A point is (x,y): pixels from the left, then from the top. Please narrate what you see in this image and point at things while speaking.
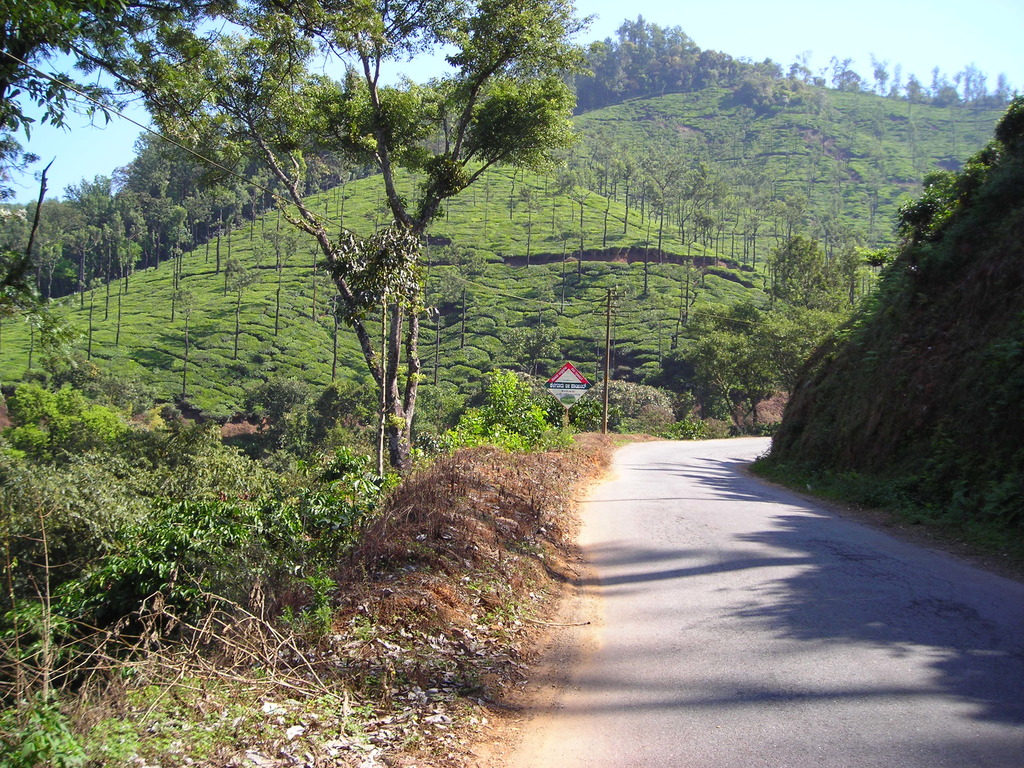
In this image at the bottom (453,607) there is walkway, and some sand grass (348,565) and some plants (164,531). And in the background (676,405) there are mountains (680,318), poles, boards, trees (826,224) and grass (803,123). At the top (784,36) there is sky (125,154).
